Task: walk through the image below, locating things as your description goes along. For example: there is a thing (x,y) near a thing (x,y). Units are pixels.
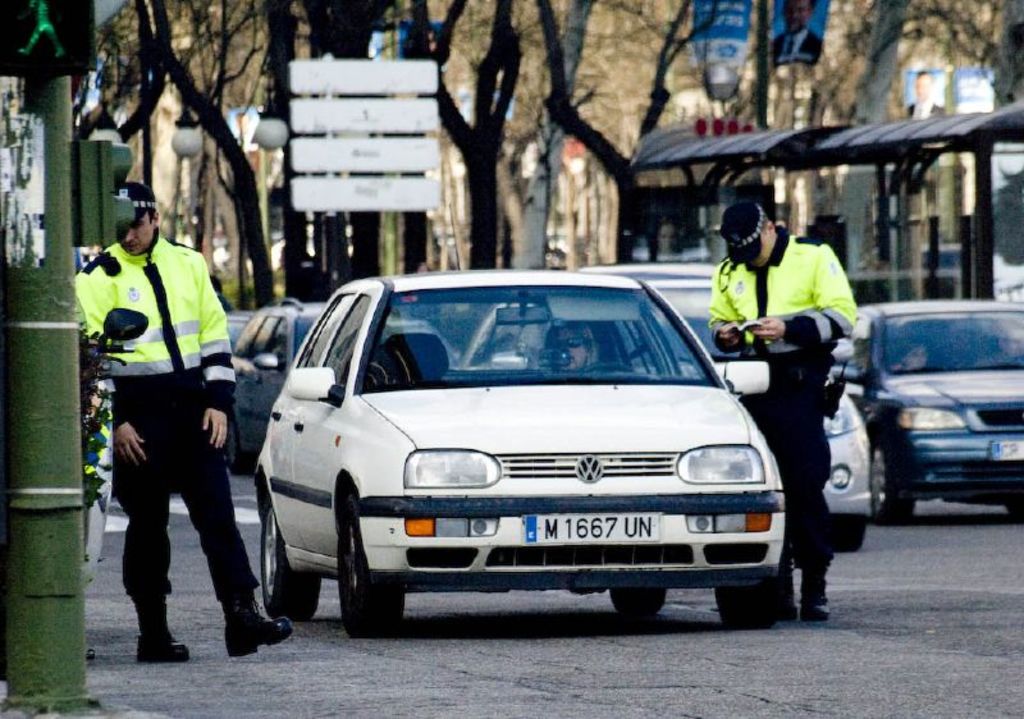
Here we can see two persons (230,346) are standing on the road (493,711) and there are cars (615,396). In the background (857,154) there are trees (594,22) and this is a shed (873,191). There is a banner (812,60) and this is pole (17,282).
